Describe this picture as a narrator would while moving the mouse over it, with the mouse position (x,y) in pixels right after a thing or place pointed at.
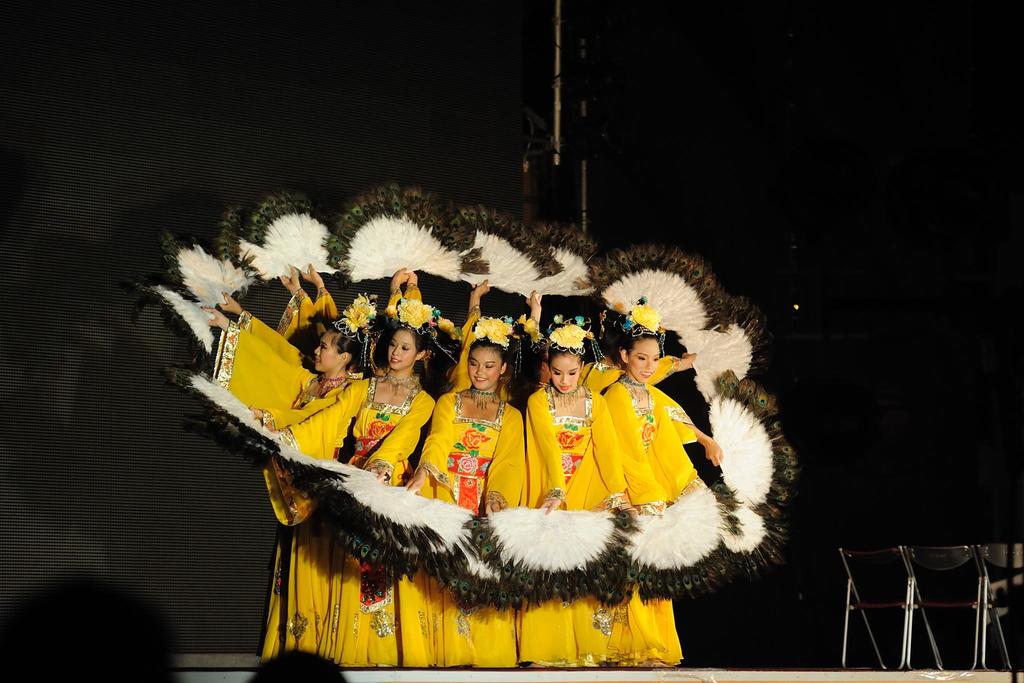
In this image we can see a few people (371,421) and it looks like they are dancing on the stage (459,676) and they are holding some objects (365,212) in their hands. On the right side (869,640), we can see some chairs (994,554) and the background (11,338) is black in color.
